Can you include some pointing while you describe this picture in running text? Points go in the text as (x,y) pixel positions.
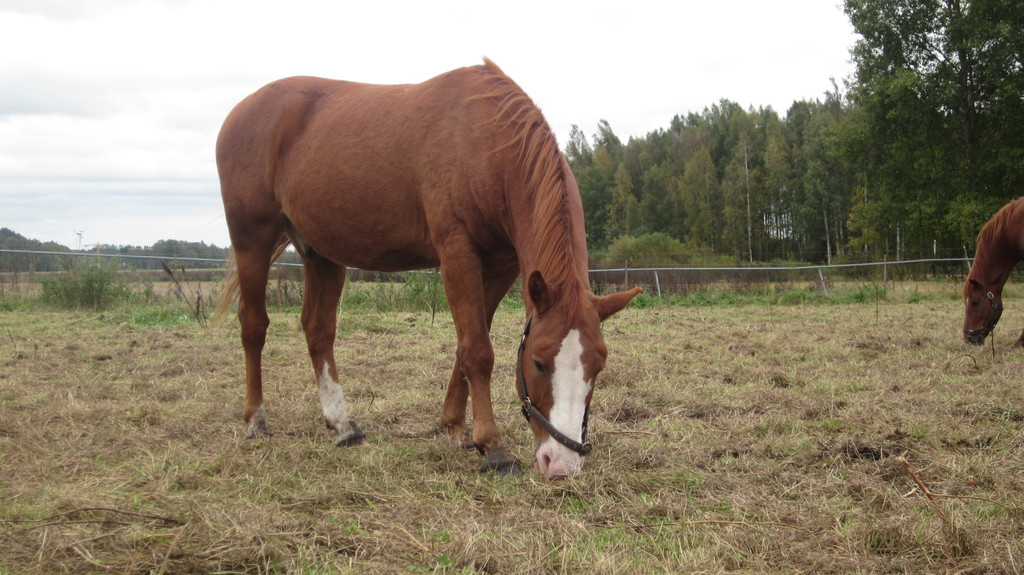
This image is taken outdoors. At the top of the image (137,135) there is a sky (173,82) with clouds (785,81). In the background (127,247) there are many trees (48,257) and plants (874,278). At the bottom of the image (210,459) there is a ground (658,490) with grass (244,447) on it. On the right side of the image (1014,255) there is a horse (967,326), grazing grass (939,329). In the middle of the image (530,370) there is a horse (523,184), grazing grass (699,416) and there is a fencing (618,270).
